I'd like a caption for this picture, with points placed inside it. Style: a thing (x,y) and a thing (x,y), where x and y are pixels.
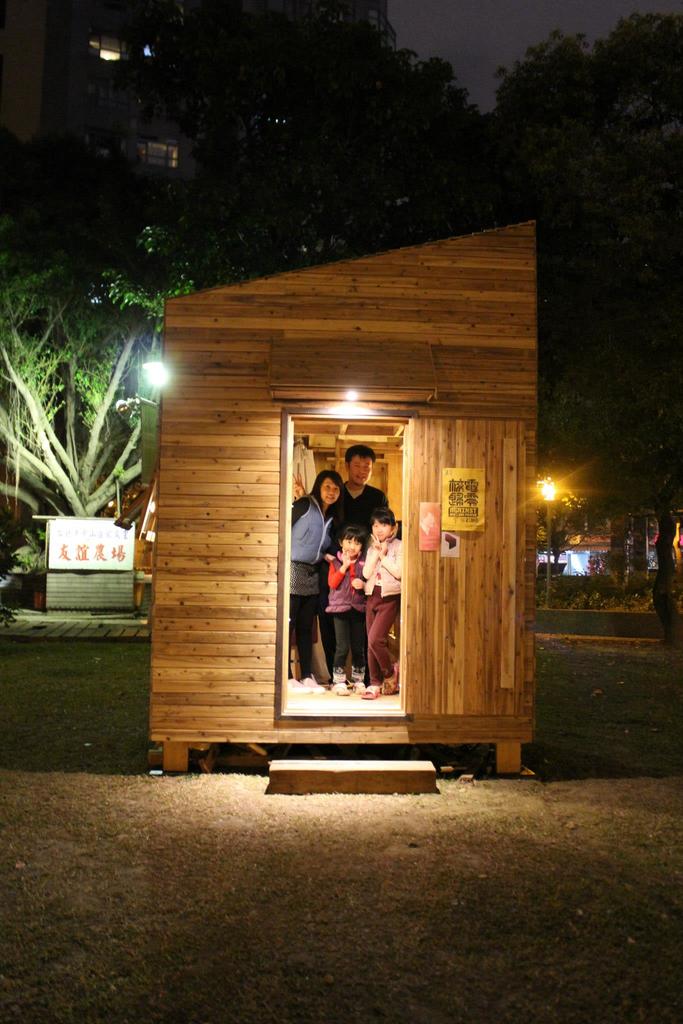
In this image I can see in the middle (361,581) there are four persons (368,591) standing in a wooden house (408,639), there are lights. In the background (603,103) there are trees (563,51), at the top (515,38) there is the sky (522,48).
